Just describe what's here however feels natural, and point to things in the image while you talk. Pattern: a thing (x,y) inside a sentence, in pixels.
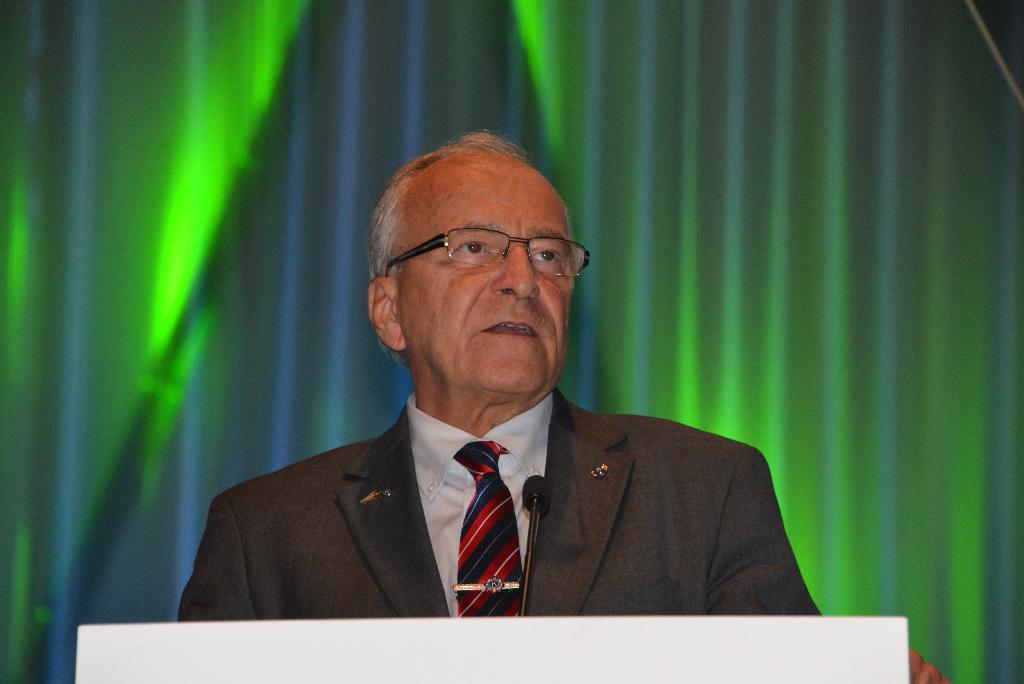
In this picture we can see a man (515,580), he wore spectacles (481,263) and suit (552,537), there is a microphone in front of him, in the background (711,181) there is a curtain (705,154).
